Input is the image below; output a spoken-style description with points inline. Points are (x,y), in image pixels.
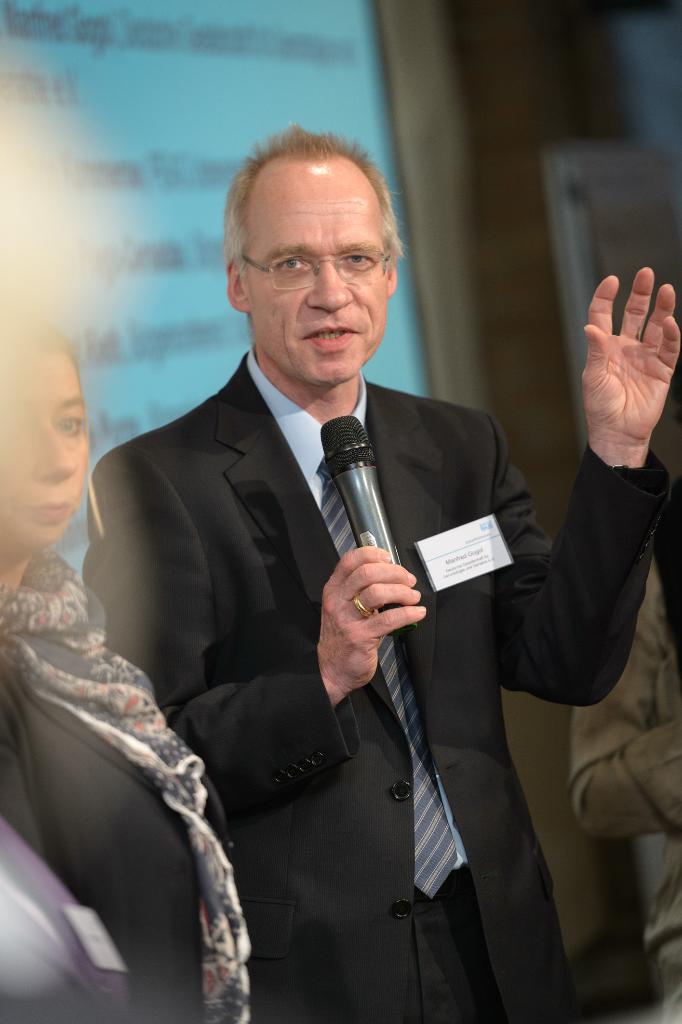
On the background (89,117) we can see a screen (269,80). Here in front of the picture a man (349,865) is highlighted wearing spectacles (310,278) and he is holding a mike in his hand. At left side of the picture (139,808) we can see partial part of a women (177,792).
